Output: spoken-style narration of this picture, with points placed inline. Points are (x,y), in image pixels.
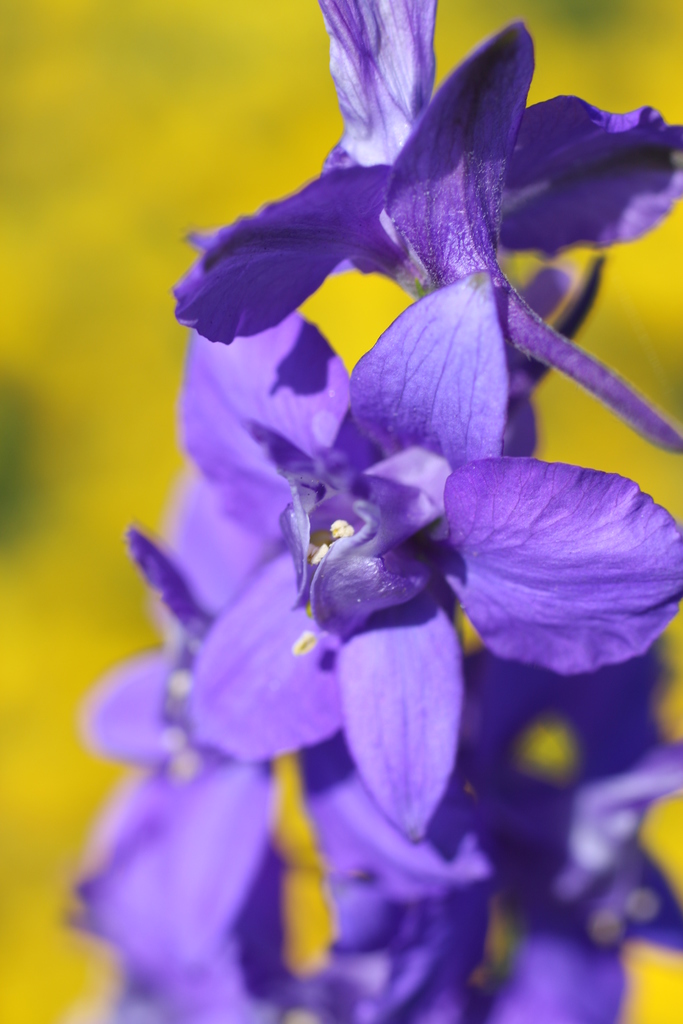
In this image in the front (320,642) there are flowers (320,642) and the background (351,343) is blurry.
